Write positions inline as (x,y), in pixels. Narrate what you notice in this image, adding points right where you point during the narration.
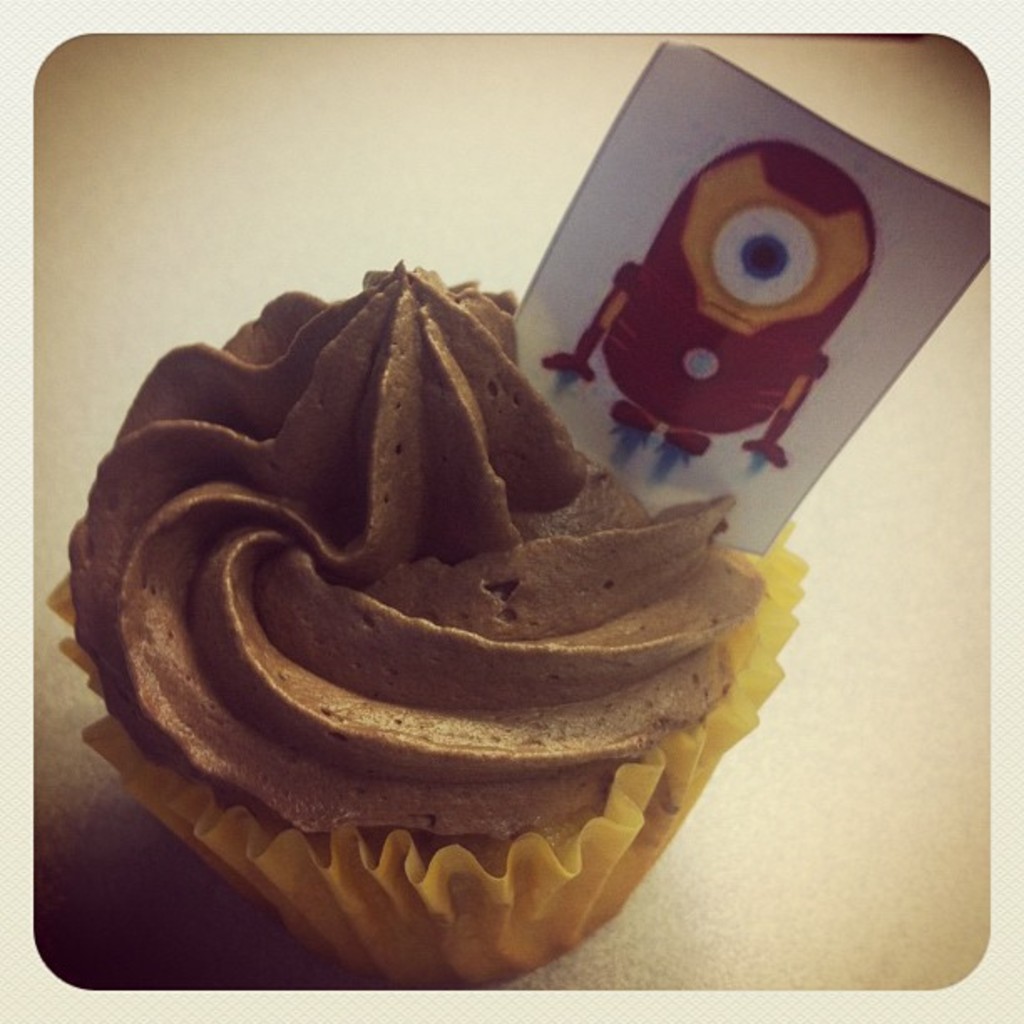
In the image I can see a cupcake (568,495) on which there is a board (663,184).
